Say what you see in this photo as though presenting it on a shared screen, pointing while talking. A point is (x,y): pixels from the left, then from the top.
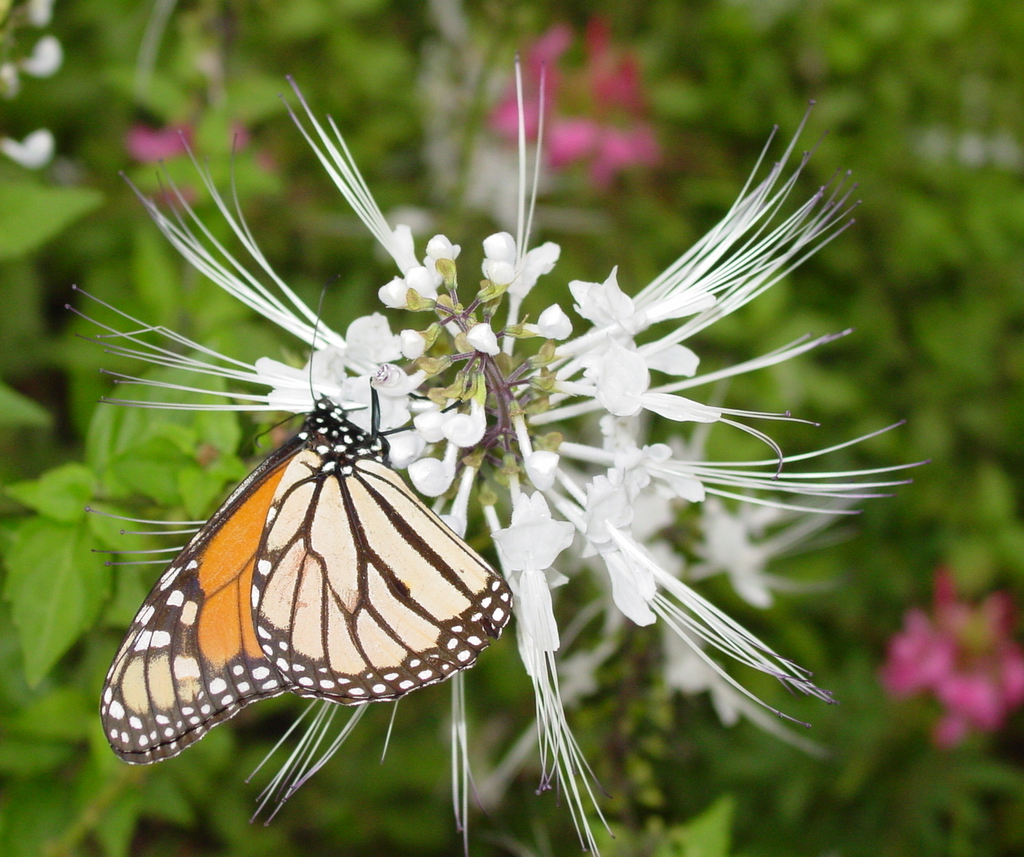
There is a butterfly (405,522) on the white color flower (414,405) of plant (777,556). Which is having white color flowers (647,587). In the background (867,797), there are other plants (127,71). Some of them are having flowers (929,696) in different colors.
